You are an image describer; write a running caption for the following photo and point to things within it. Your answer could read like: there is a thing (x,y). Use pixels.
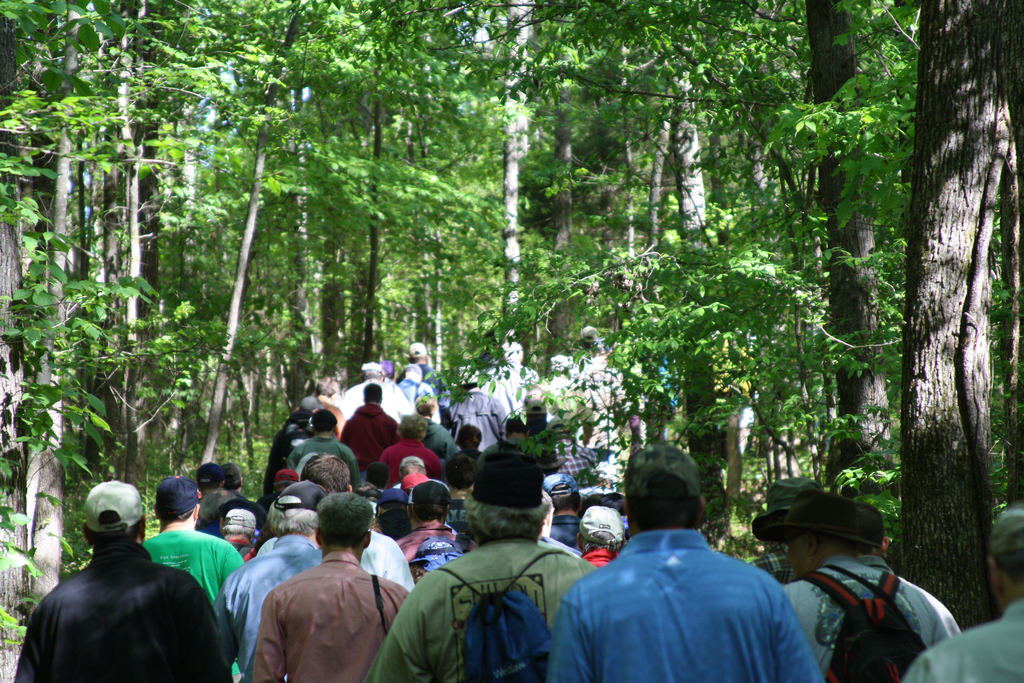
The picture is taken in a park (72,363) or a forest (370,334). In the center of the picture (397,441) there are people (398,458) walking. In the background (58,410) there are trees (463,220). It is sunny.
